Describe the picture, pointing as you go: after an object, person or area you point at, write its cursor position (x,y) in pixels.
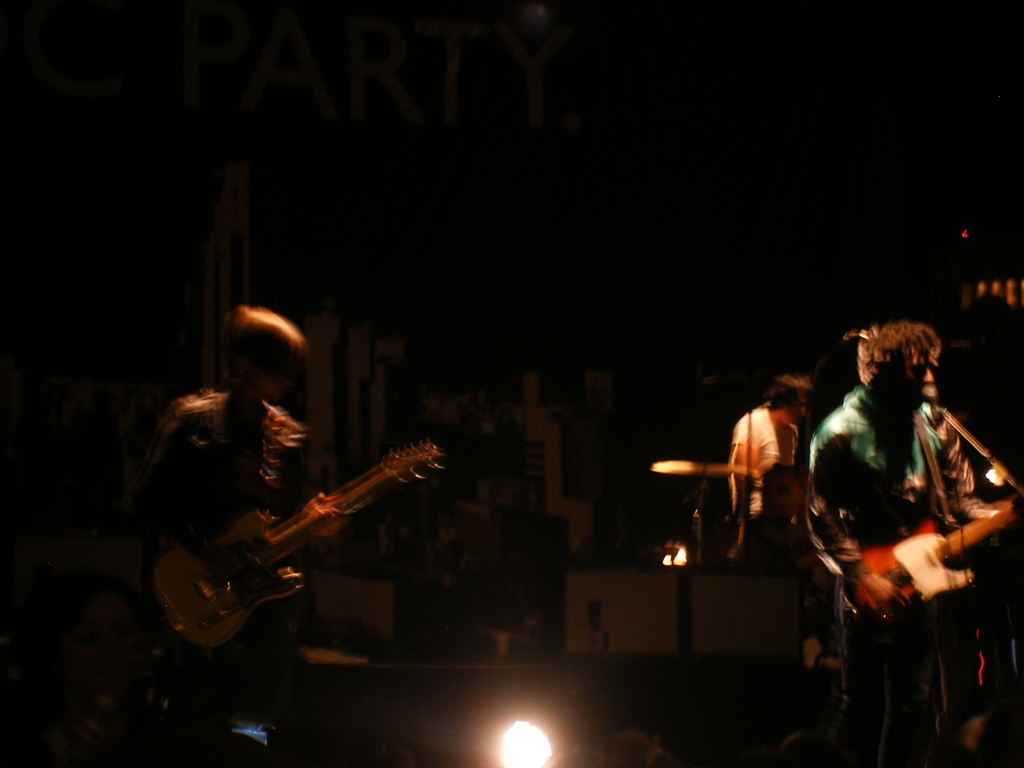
In the image we can see there are people (256,614) who are standing and they are holding guitar (180,586) in their hand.
